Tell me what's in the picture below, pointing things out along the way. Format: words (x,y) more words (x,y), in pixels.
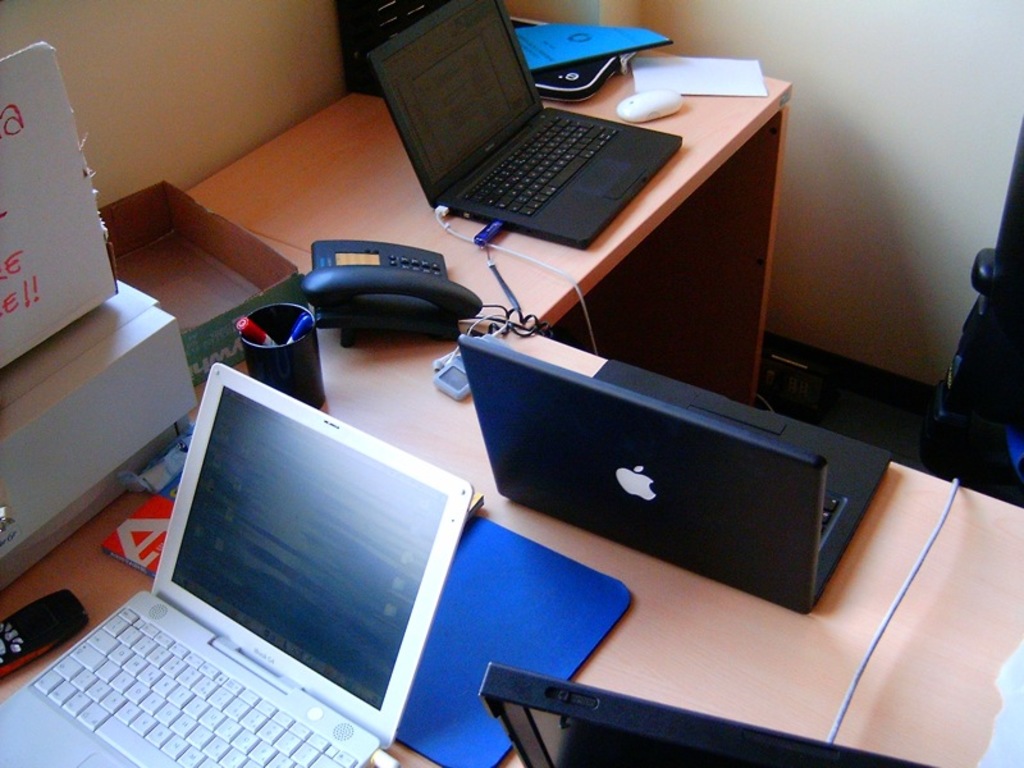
In a table (371,378) there are several laptops (42,752) pen stand (308,373) and a telephone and some files (691,58).
